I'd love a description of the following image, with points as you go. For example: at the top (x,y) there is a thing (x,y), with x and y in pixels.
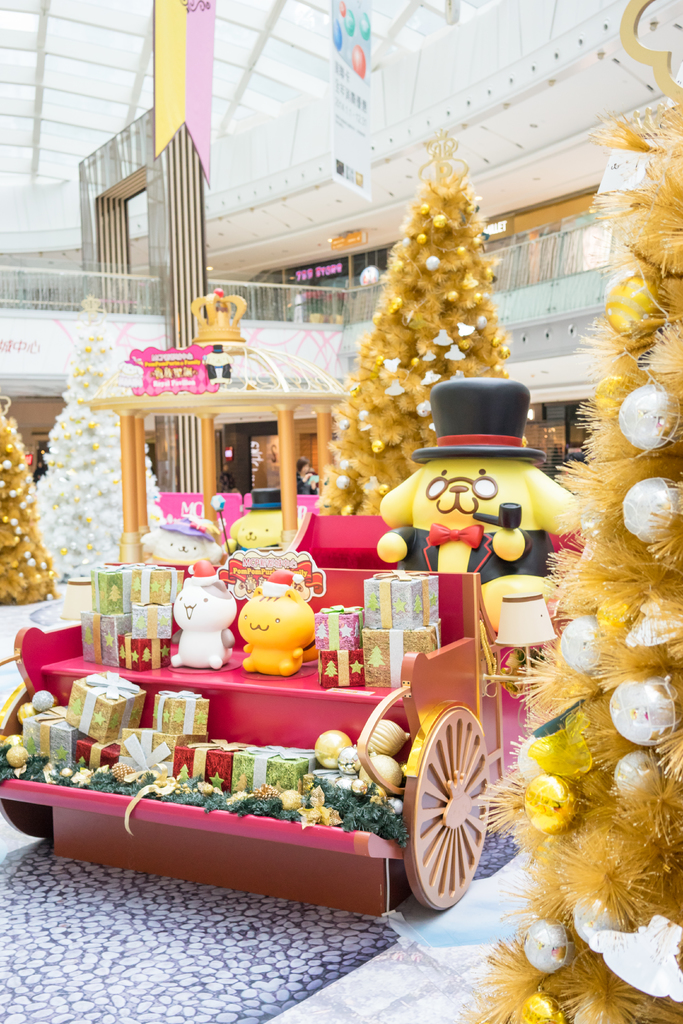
On this cart (154,674) there are gifts (181,699) and toys (184,644). We can see Christmas trees (411,440), pillars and fence (373,292). Top of the image (338,120) there are hoardings (344,171).
